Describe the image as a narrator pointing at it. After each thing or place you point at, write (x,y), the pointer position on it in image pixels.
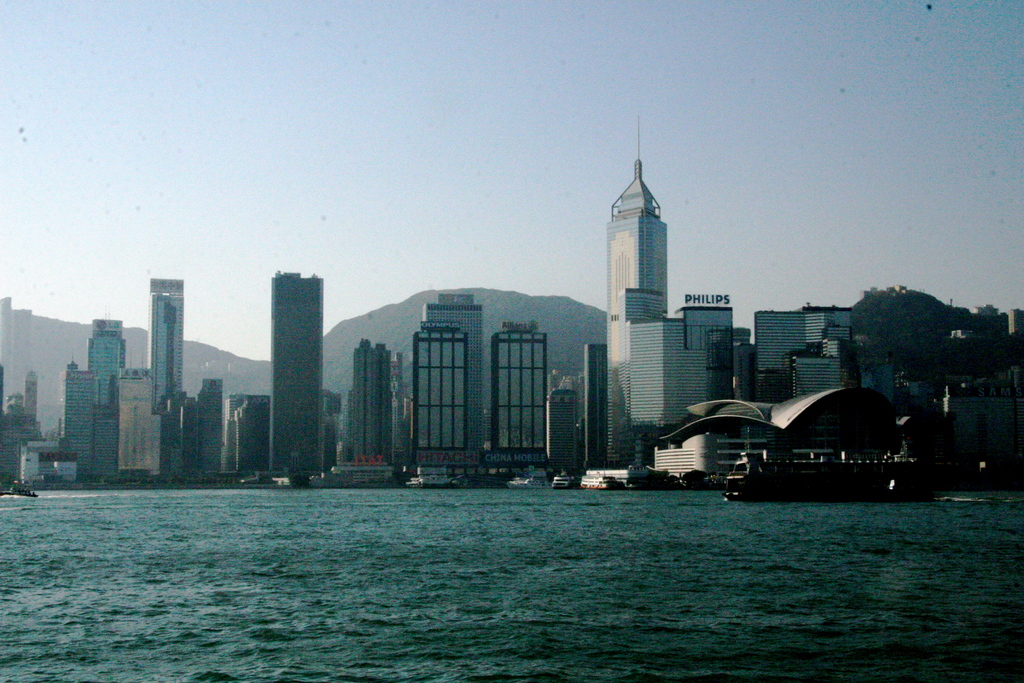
In this picture we can see ship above the water (710,495). In the background of the image (540,459) we can see boats (586,480), buildings (564,465), hills (49,356) and sky (920,287).
